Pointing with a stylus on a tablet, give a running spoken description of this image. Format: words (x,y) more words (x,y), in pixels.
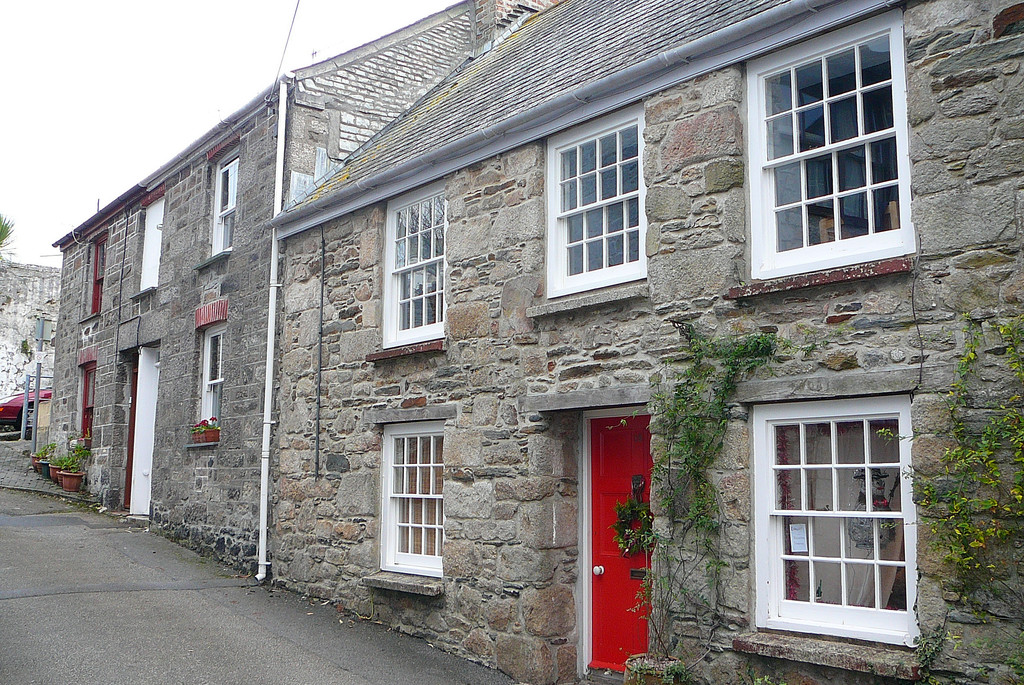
In this image there are houses (169,408), a tree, a vehicle (30,404), there are plants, and in the background (205,128) there is sky (102,38).
